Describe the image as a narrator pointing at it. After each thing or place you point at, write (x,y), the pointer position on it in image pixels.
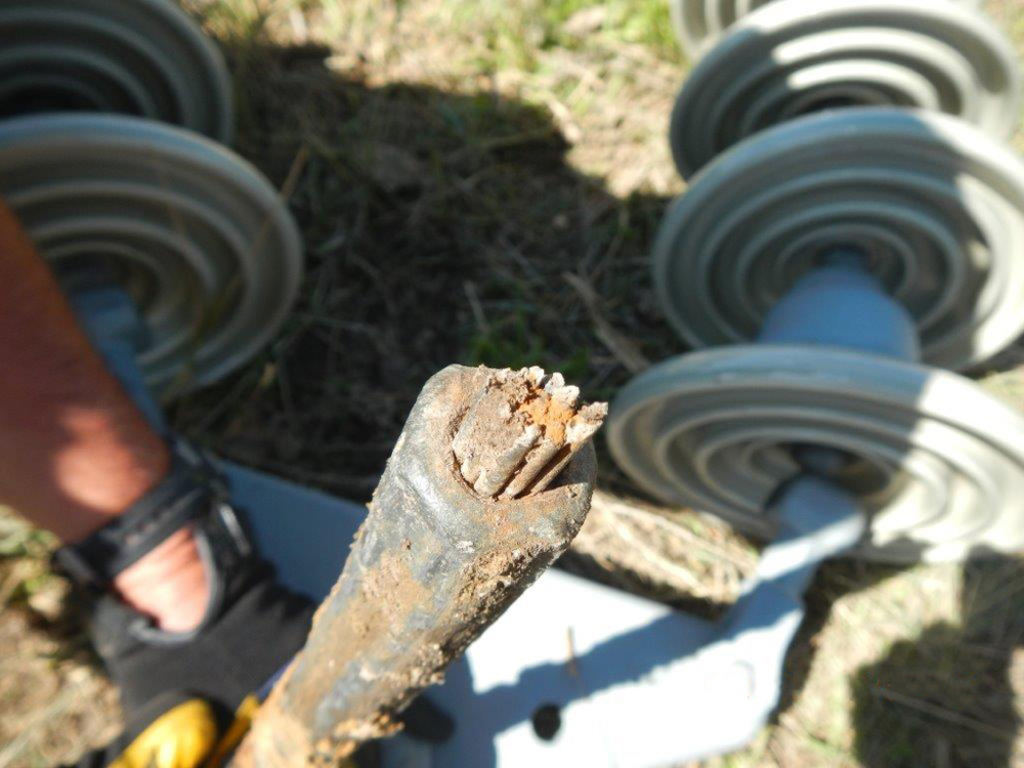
In the image we can see a human hand (68,451), this is a glove (216,641), pole (401,630), grass (511,283) and an object (805,549).
